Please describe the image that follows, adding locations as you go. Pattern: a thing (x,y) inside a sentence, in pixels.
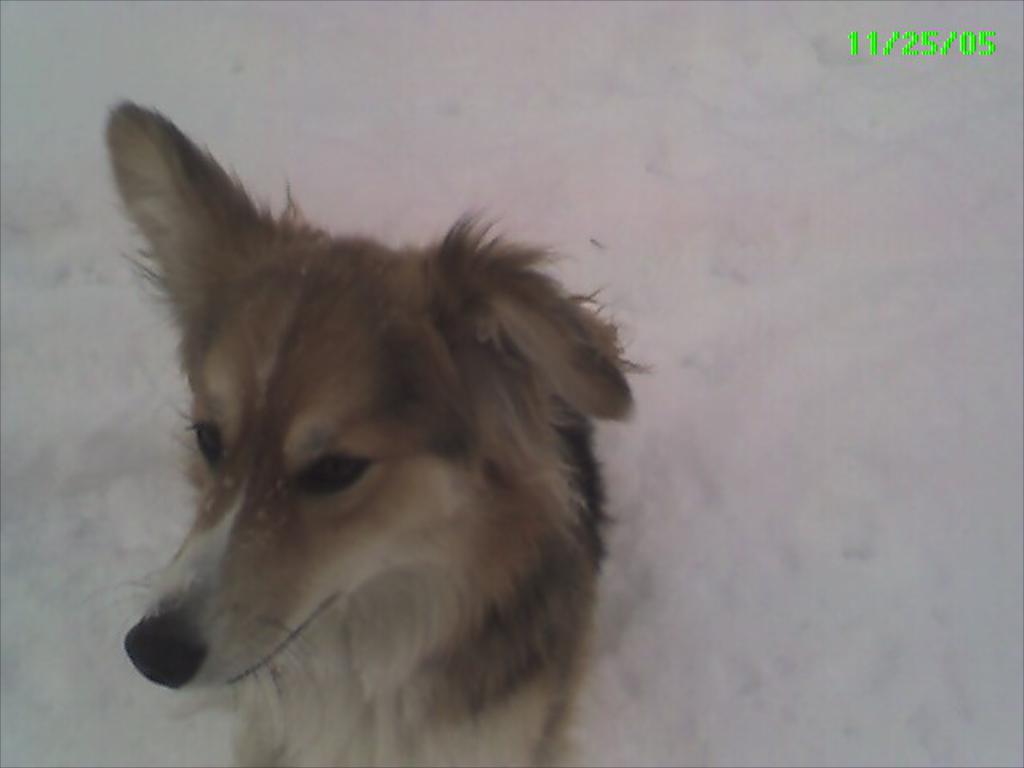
In this image I can see at the bottom (528,525) it looks like a dog (545,546) and there is the snow (840,375). In the right hand side (950,49) top there are numbers (932,46) in green color.
